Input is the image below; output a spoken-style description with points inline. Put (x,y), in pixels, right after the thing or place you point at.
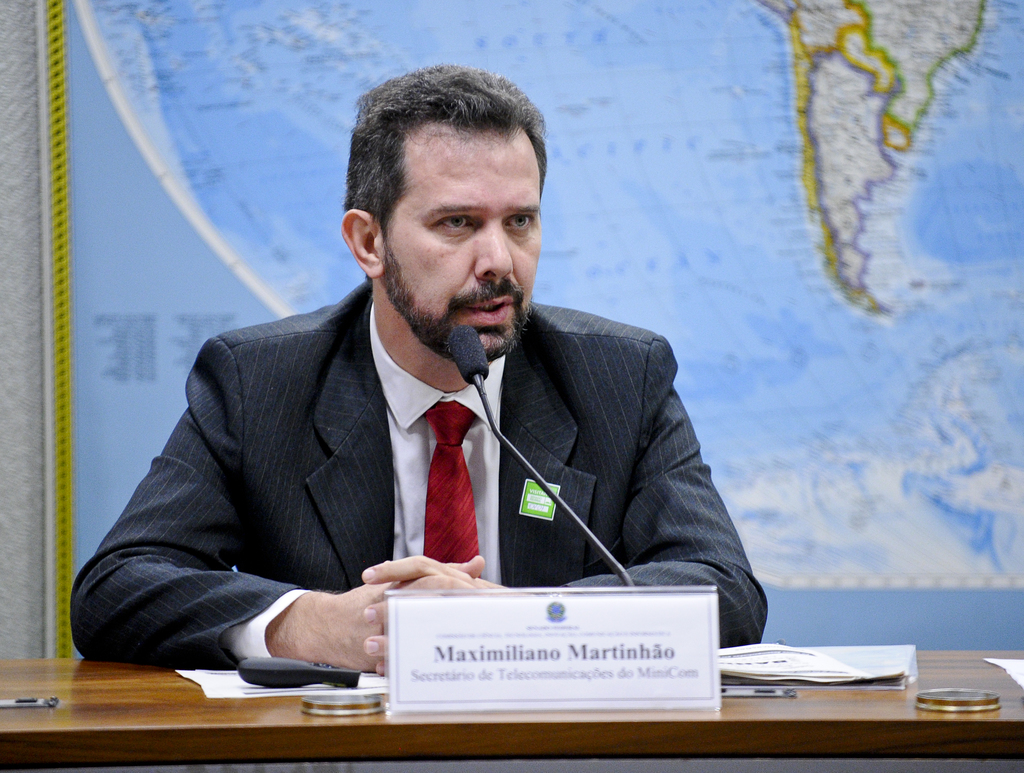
This image consists of a man (452,483) wearing a black suit (365,466) and white shirt (494,499) along with a red tie (446,426) is sitting and talking in a mic (457,339). In the front (354,739), we can see a table (993,727). On which there are papers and a name board (463,686) along with the remote (281,669). In the background (117,57), there is a banner (81,304) on a map (88,305).
